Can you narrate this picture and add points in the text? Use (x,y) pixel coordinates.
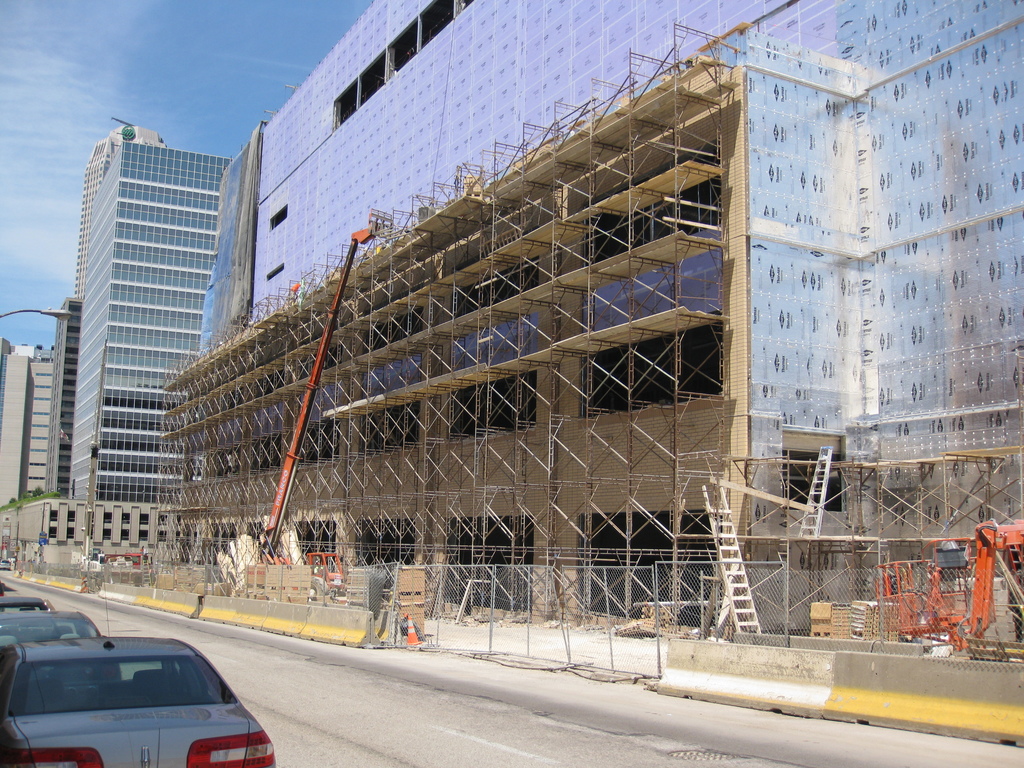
In this image in the center (492,357) there are some buildings (358,296), and there are some poles (630,201), cranes (343,281), barricades (279,626), boxes (273,583), ladder (749,588) and some objects (945,592). And on the left side of the image (68,663) there are cars (165,688) and there is a walkway (400,692), at the top (59,252) there is sky (8,285).
